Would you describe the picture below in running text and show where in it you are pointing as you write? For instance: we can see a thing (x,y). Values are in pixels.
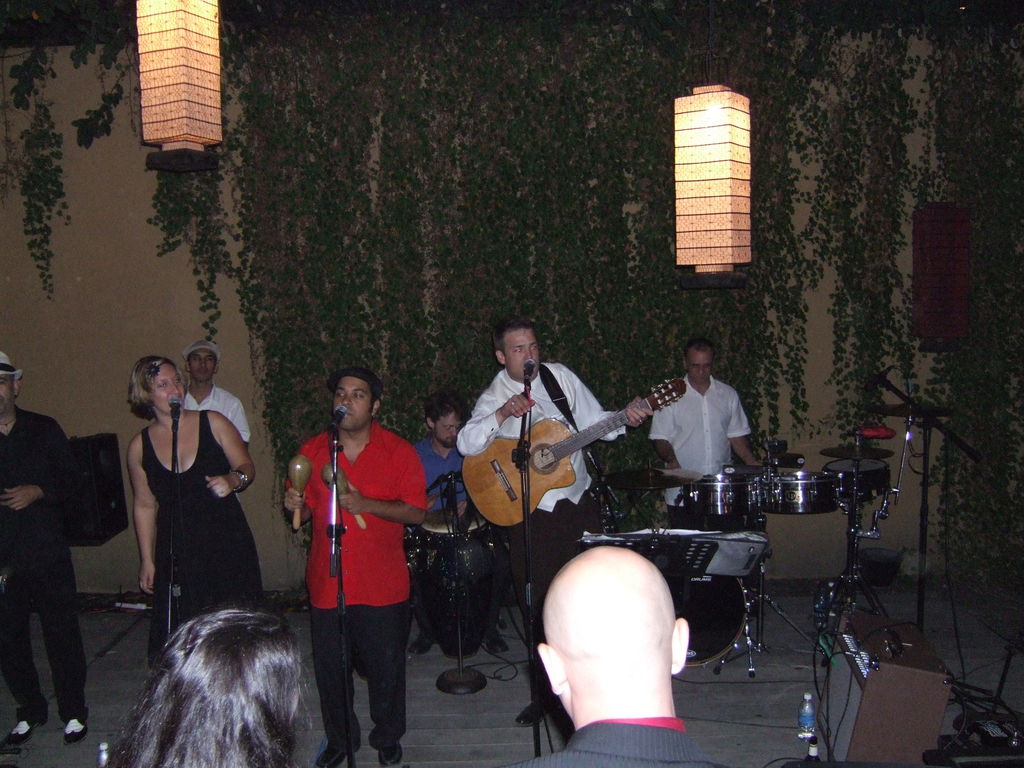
In this picture we can see some people (310,494) playing musical instrument (507,479) such as guitar (568,464), drums (474,528) and singing on mic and in front of them some people (273,669) are watching it and in background (277,212) we can see wall (219,376), trees (552,131), light (734,184).
